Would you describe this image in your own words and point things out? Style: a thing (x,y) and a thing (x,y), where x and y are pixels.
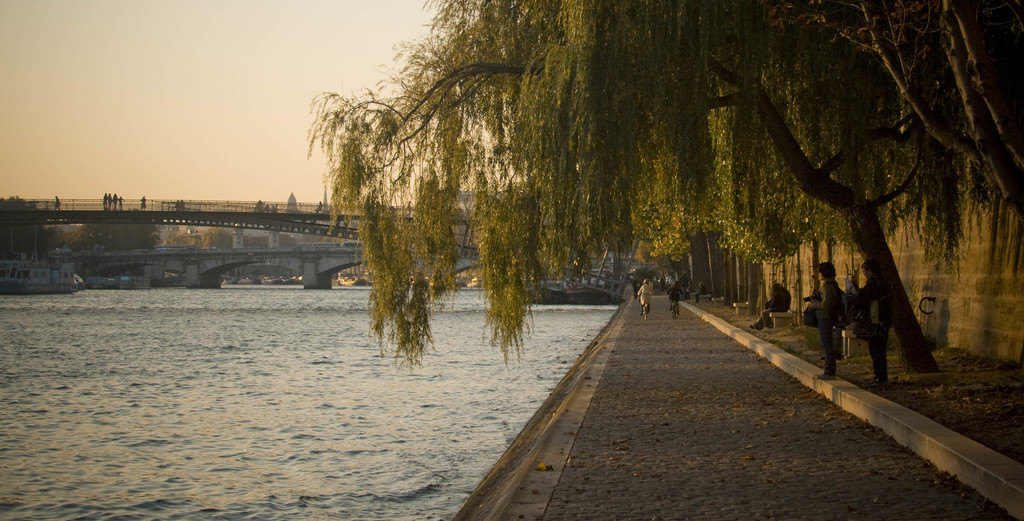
In the picture I can see the lake (290,485) on the left side (185,299) and there is a ship (35,275) on the water (184,305). I can see two persons (676,282) riding a bicycle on the walkway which is on the right side (687,327). I can see a person (762,311) sitting on the marble bench (784,315) on the right side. There are two persons (876,306) standing on the right side (816,292) and one of them holding the camera (808,297). In the background (334,264), I can see the bridge constructions (215,256) and there are a few persons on the bridge (287,225). There are trees (727,173) on the right side (814,83).
